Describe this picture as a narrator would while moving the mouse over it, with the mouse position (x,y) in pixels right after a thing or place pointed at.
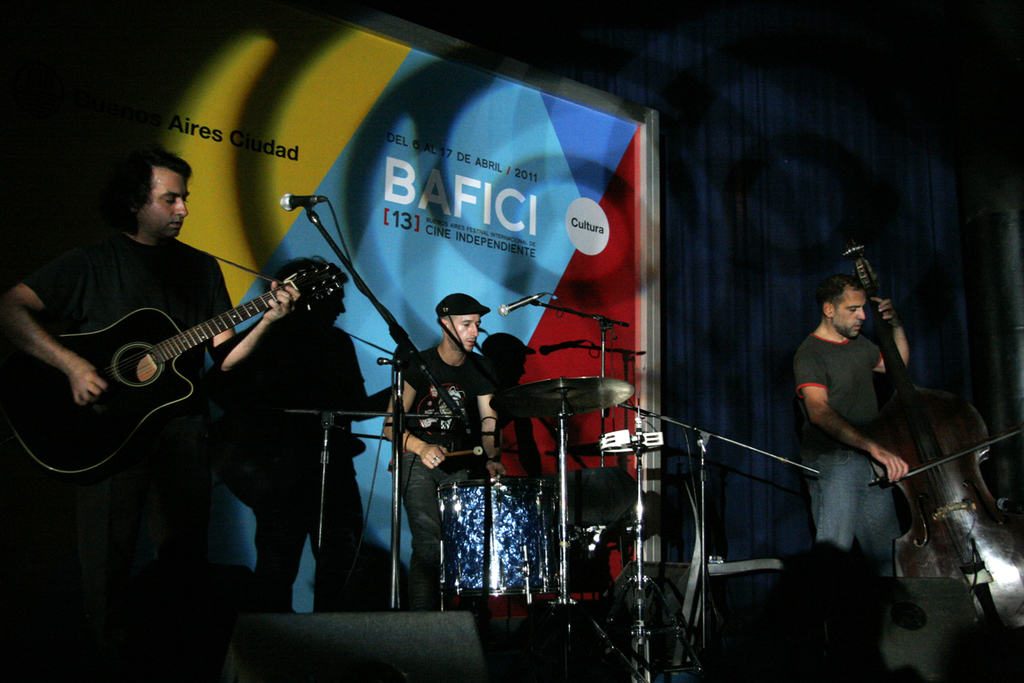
In this image we can see a three persons (144,163) who are performing on a stage (1022,651). They are playing a guitar (39,442), drums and a double bass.
